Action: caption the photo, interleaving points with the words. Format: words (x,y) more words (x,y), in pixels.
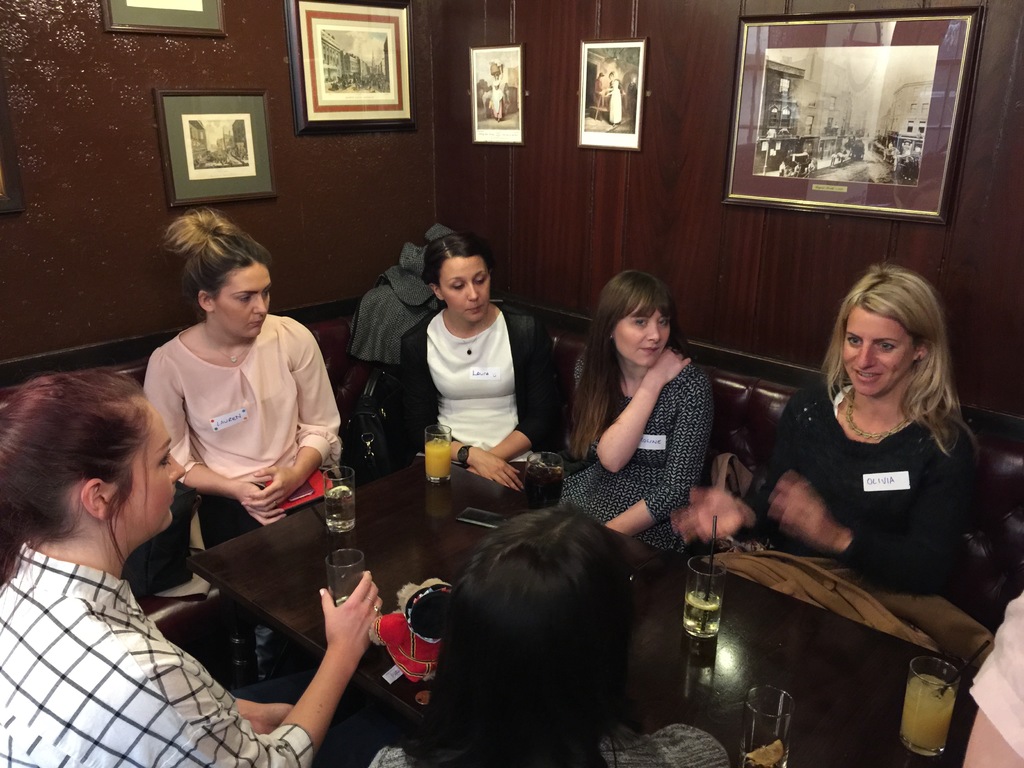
In this image I can see group of people (985,712) sitting. In front (131,729) the person (428,393) is wearing white and black color dress (457,389) and I can see few glasses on the table (821,714). In the background (608,216) I can see few frames (815,160) attached to the wall (302,141) and the wall (439,189) is in brown color.
